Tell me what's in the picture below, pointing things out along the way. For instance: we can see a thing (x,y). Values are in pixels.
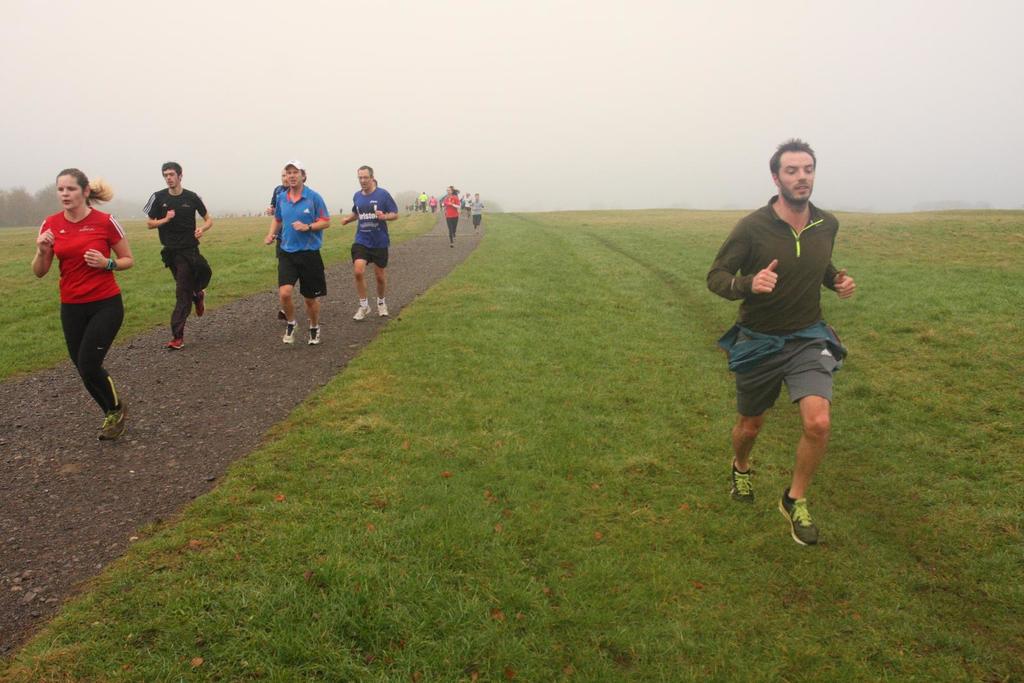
In this image I can see an open grass ground (518,394) and on the left side of the image (170,369) I can see a road (134,375). I can also see number of people (300,197) are running and I can see one of them is wearing a white colour cap (297,168). In the background (207,126) I can see number of trees (16,191) and the fog (301,119).
